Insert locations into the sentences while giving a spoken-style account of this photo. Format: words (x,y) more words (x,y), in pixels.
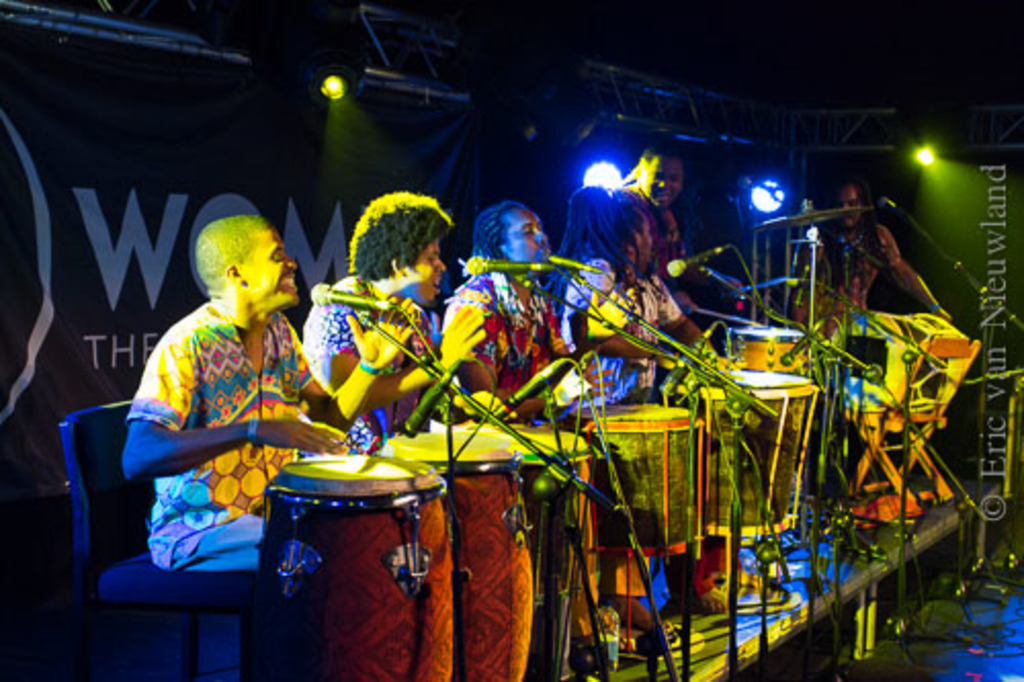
The image seems to be like it is clicked in a concert. There are six persons (300,432) in the image. Four of them are sitting and two are standing. All persons (221,447) are playing drums (392,535). In the front (627,507) there are mic stands (635,540) along with mics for each of them. In the background (299,123) there is a banner (428,140) along with stand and lights (605,167).
